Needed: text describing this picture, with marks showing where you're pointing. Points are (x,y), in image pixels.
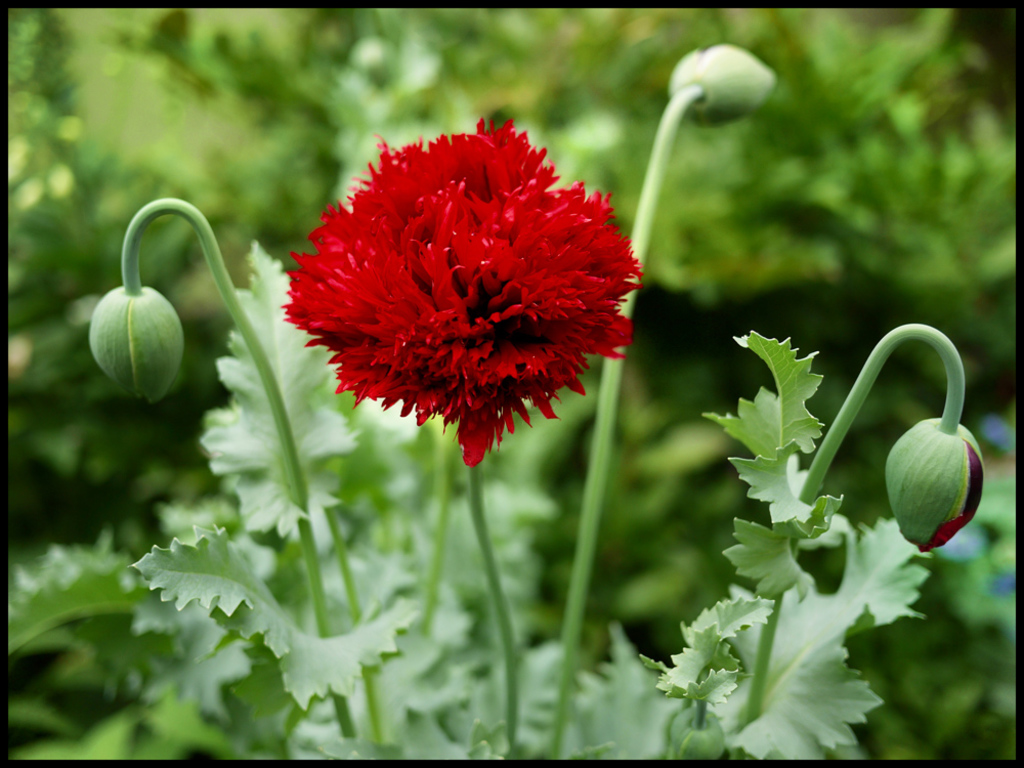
In this image we can see a red color flower (499,373) and green color leaves (458,676). Background of the image (231,115) is in a blur.
